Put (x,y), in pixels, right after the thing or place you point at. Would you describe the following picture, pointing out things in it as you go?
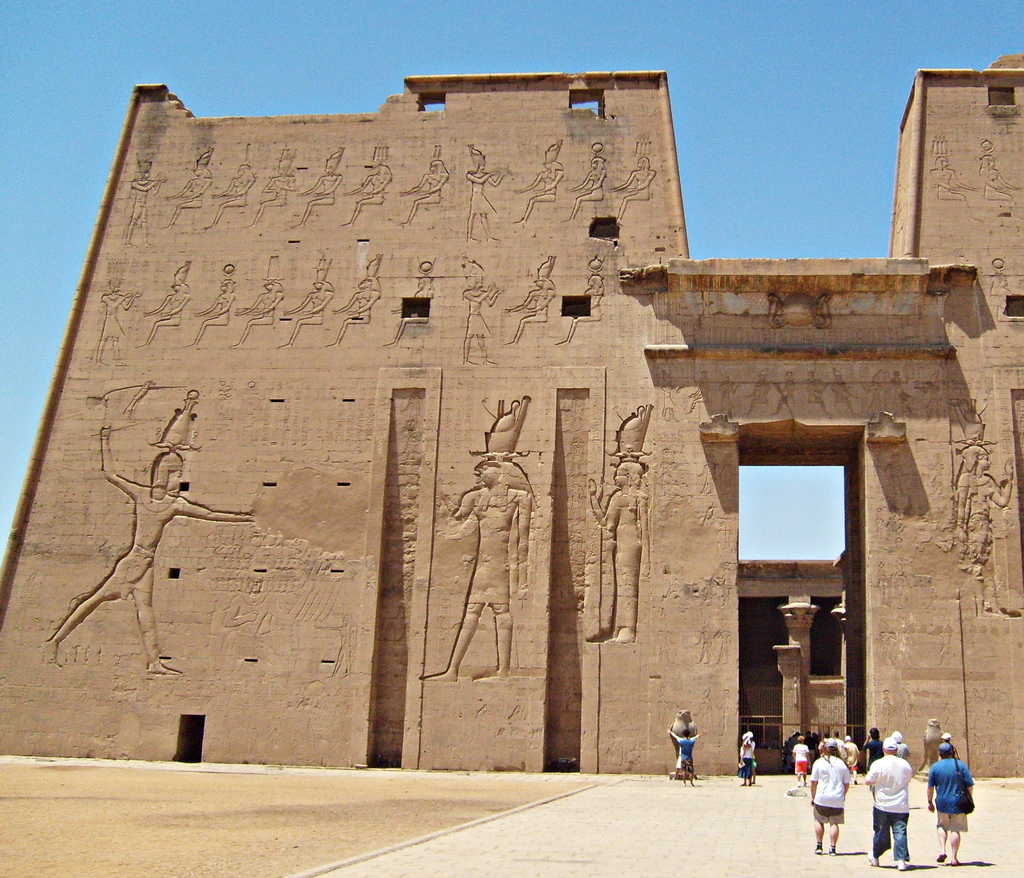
In the foreground of the picture (906,791) there are people (817,767) walking on a pavement (811,828). In the center of the picture (428,434) there is a monument (442,273), on the monument (447,377) there are sculptures (990,482). In the background (88,87) it is sky (712,131), sky (726,78) is sunny. On the left (181,833) it is soil (166,827).
